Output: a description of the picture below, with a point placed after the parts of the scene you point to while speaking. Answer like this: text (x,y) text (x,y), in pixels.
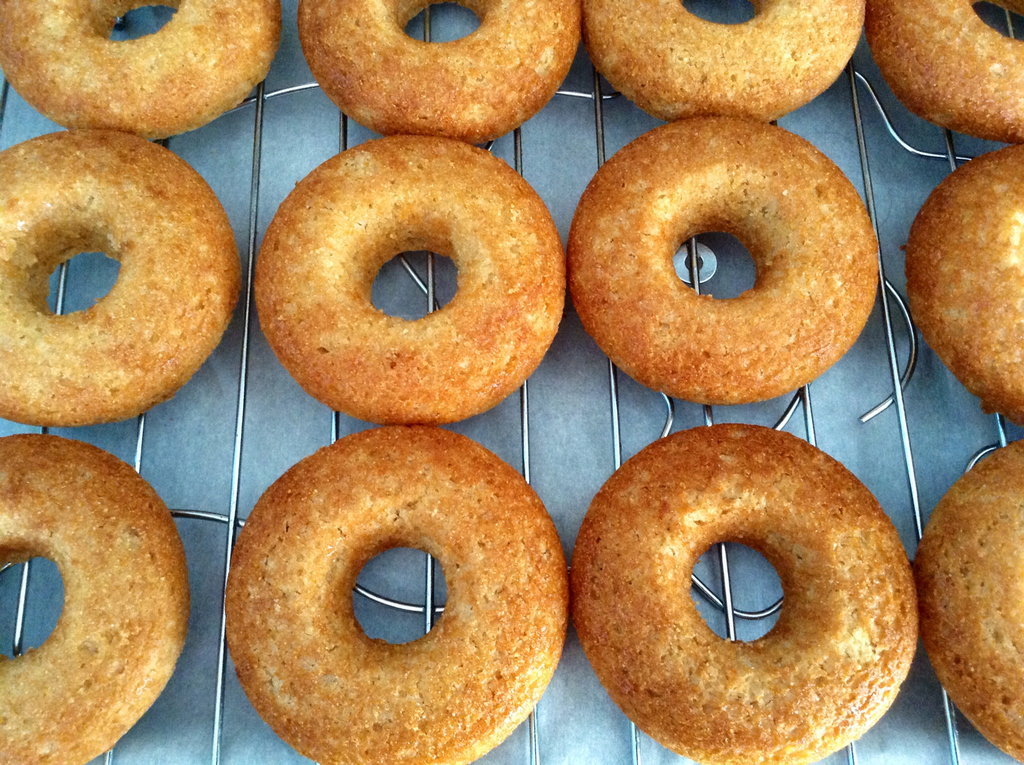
In this image we can see the donuts (483,325) on the grill (237,459) at the bottom of the grill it looks like a paper (632,446).
